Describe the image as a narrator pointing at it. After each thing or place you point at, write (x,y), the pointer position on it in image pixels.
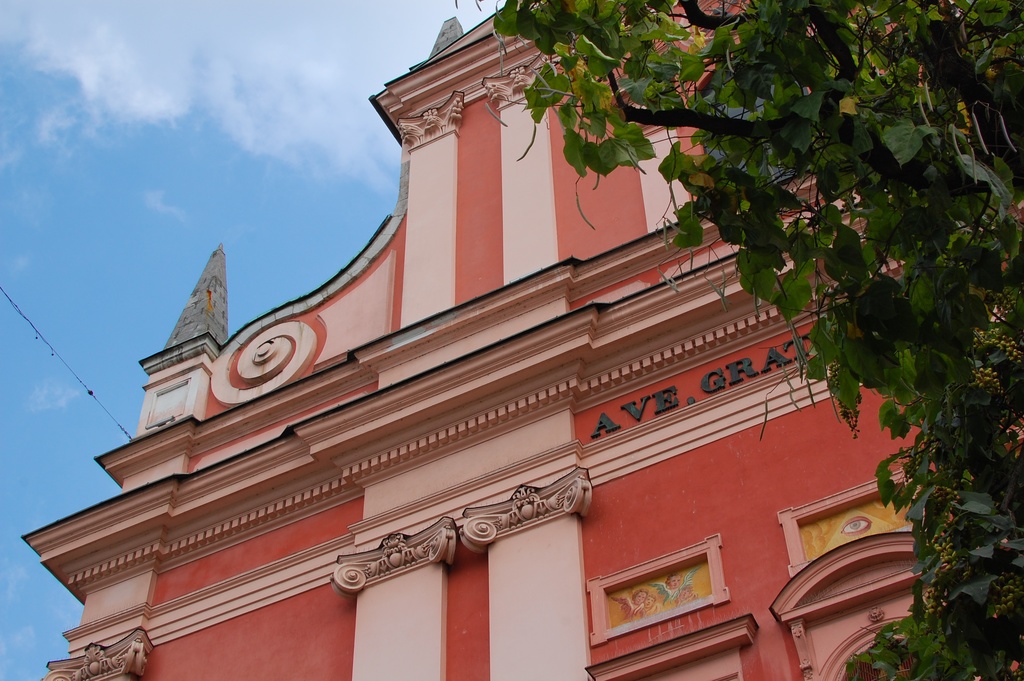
In this image we can see one big building (474,379) which looks like a church (463,519), one big tree (827,327) on the right side of the image (835,315), one wire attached to the building (152,468), one object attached to the building (138,455), some text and images (881,521) on the building (461,102). At the top (177,47) there is the cloudy sky (5,527).
